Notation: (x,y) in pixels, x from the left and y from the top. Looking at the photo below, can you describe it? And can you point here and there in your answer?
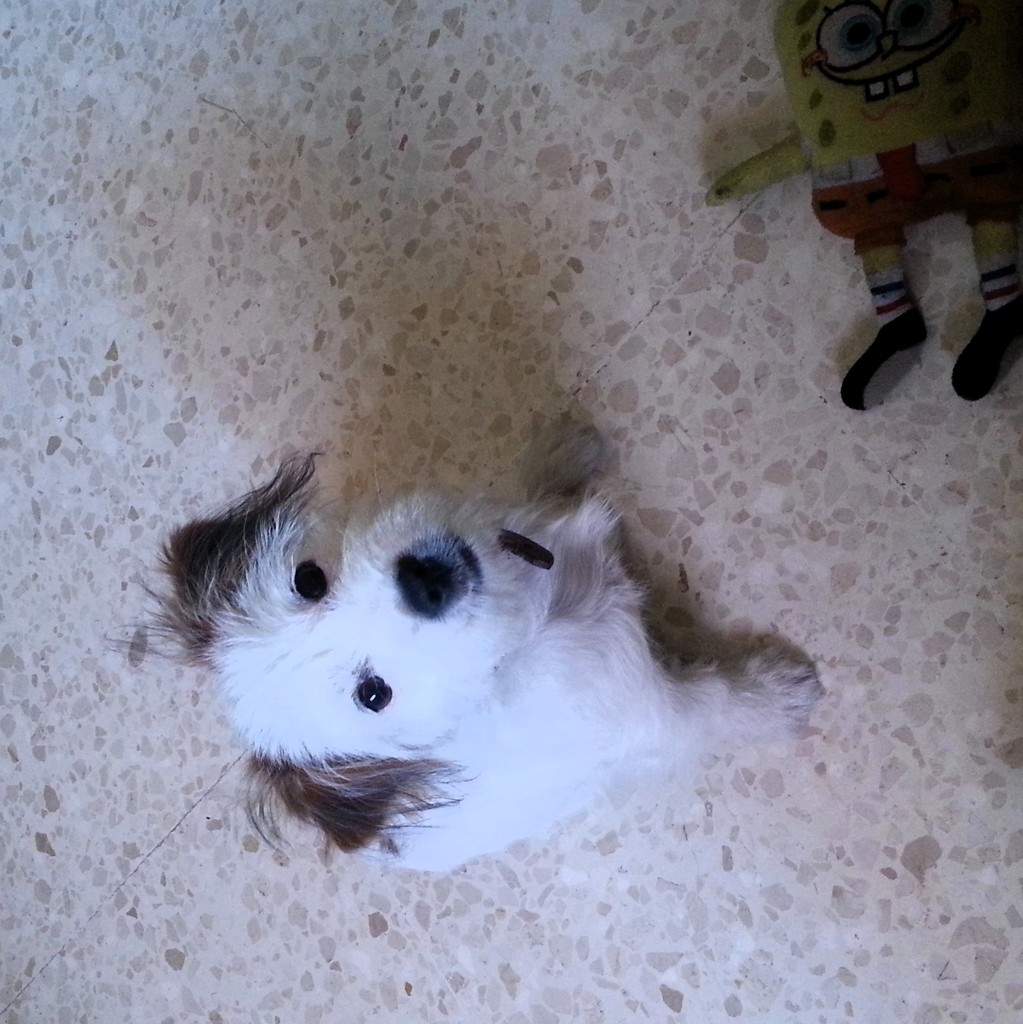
In the foreground of this picture (283,757) we can see a white color dog (492,706). On the right corner (934,53) we can see a soft toy (837,70) placed on the ground (660,258).
